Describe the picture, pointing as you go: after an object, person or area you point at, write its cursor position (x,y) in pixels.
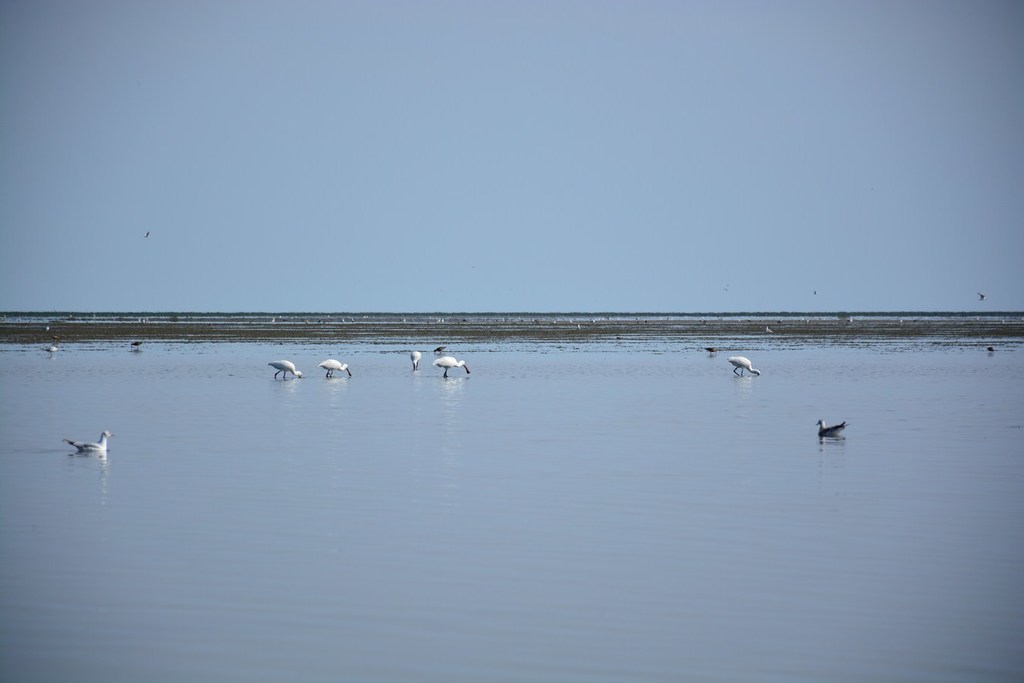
In this image we can see the birds (837,434) on the surface of the water (800,425). We can also see the soil (105,333) and also the sky (455,122).
